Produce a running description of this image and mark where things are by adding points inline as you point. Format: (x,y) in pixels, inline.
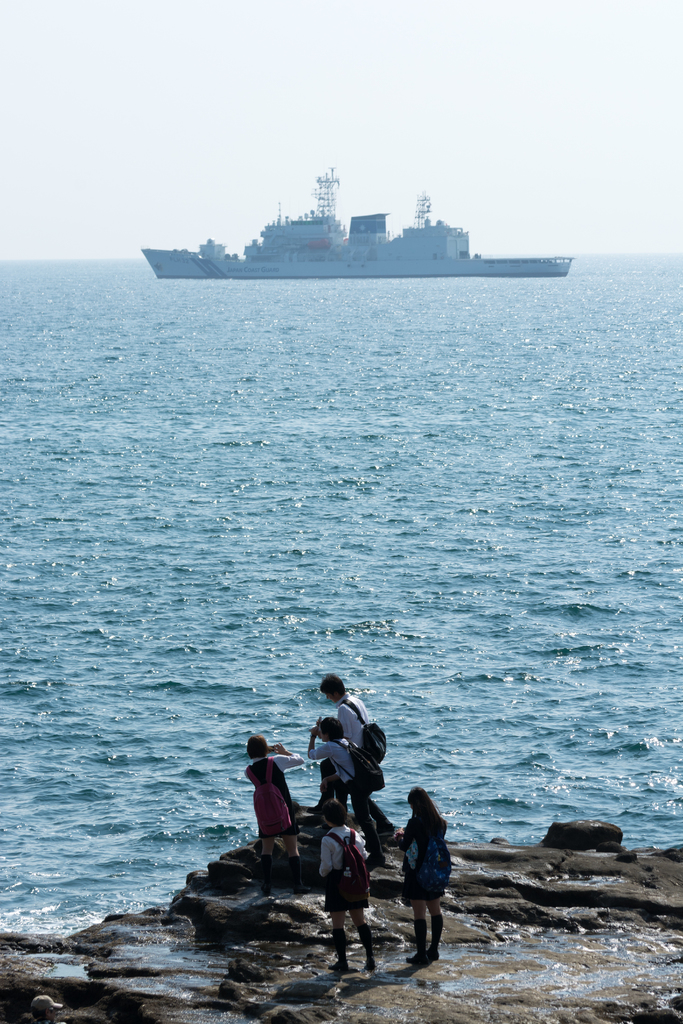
In this picture we can see some people (340,815) are standing in the front (329,830), we can see water (173,578) at the bottom (157,691), there is a ship (332,258) in the water (337,500), we can see the sky (217,72) at the top of the picture (227,60).
